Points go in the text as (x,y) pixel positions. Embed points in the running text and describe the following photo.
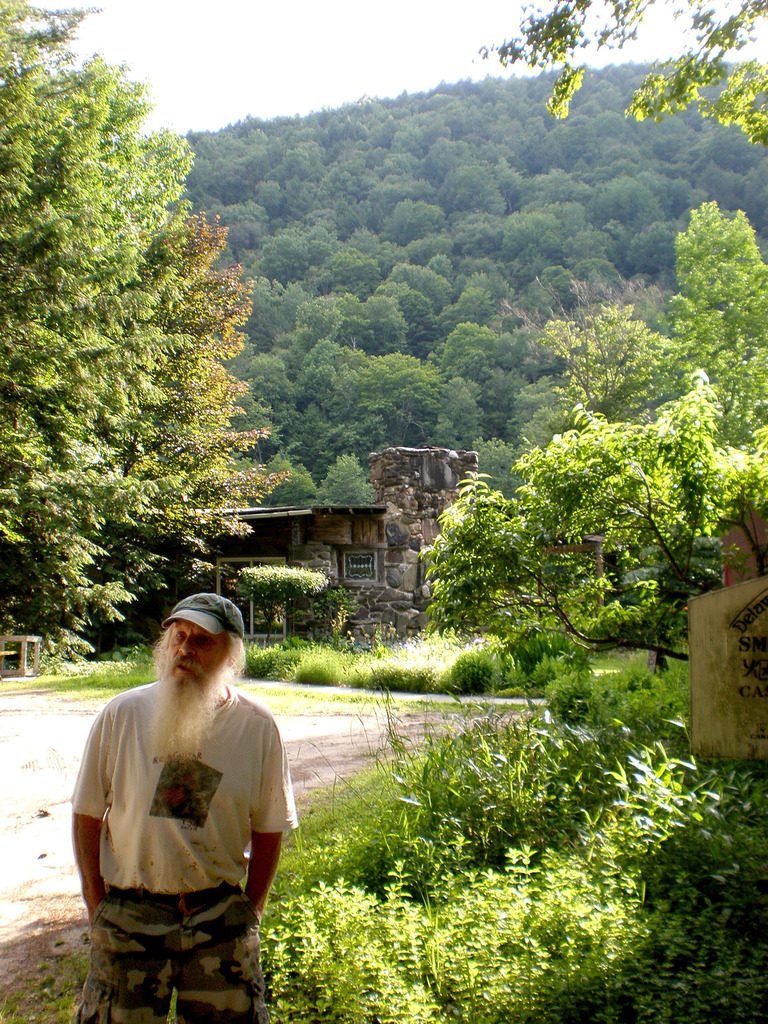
In this image I can see a man (136,712) is standing in the front (111,733). I can see he is wearing a white t-shirt (172,847), a camouflage pant (197,966) and a cap (182,600). I can also see number of plants (452,681), number of trees (322,373) and a building (359,603). On the right side of the image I can see a board (693,691) and on it I can see something is written. On the top side of the image (473,68) I can see the sky (152,61).
